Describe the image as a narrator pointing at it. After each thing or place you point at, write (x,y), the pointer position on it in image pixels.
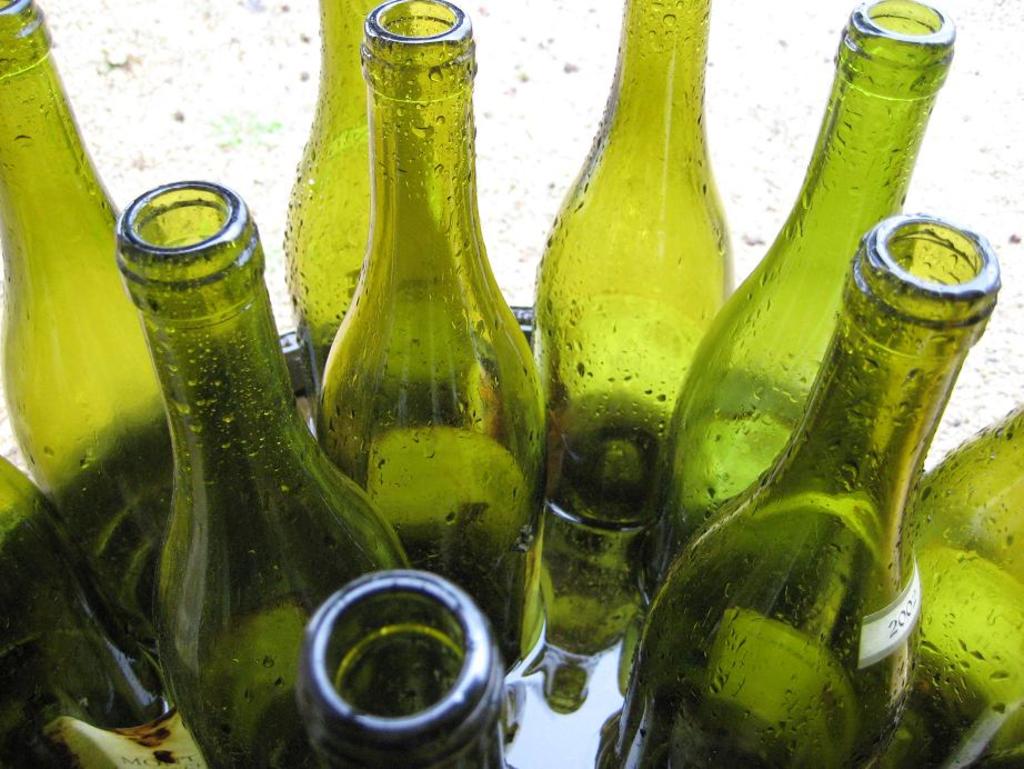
There are many green bottles (500,611) are kept in the water (600,659) in a bowl (528,316).
